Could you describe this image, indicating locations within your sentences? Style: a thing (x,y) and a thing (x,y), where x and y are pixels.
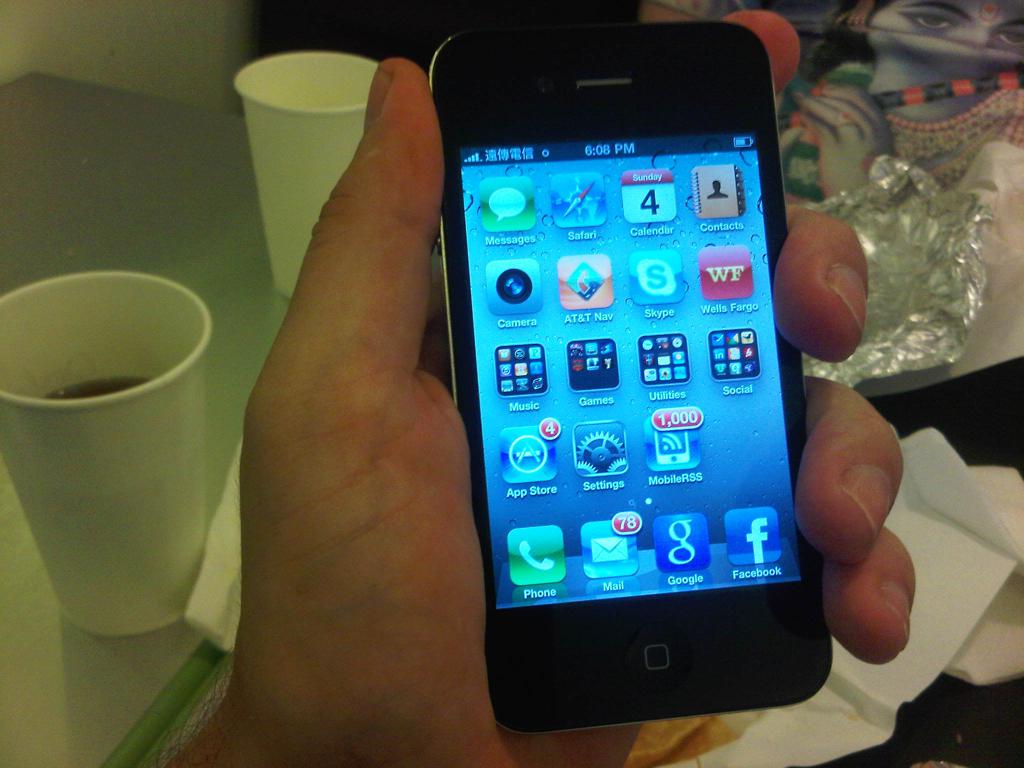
In the middle of this image (382,467), there is a hand (383,443) of a person (428,164) holding a mobile (678,104), which is having a screen (640,295). In the background (1014,144), there are cups (287,141), a photo frame (898,150) and other objects (1022,162) placed on a table (201,193) and there is a wall (157,23).
